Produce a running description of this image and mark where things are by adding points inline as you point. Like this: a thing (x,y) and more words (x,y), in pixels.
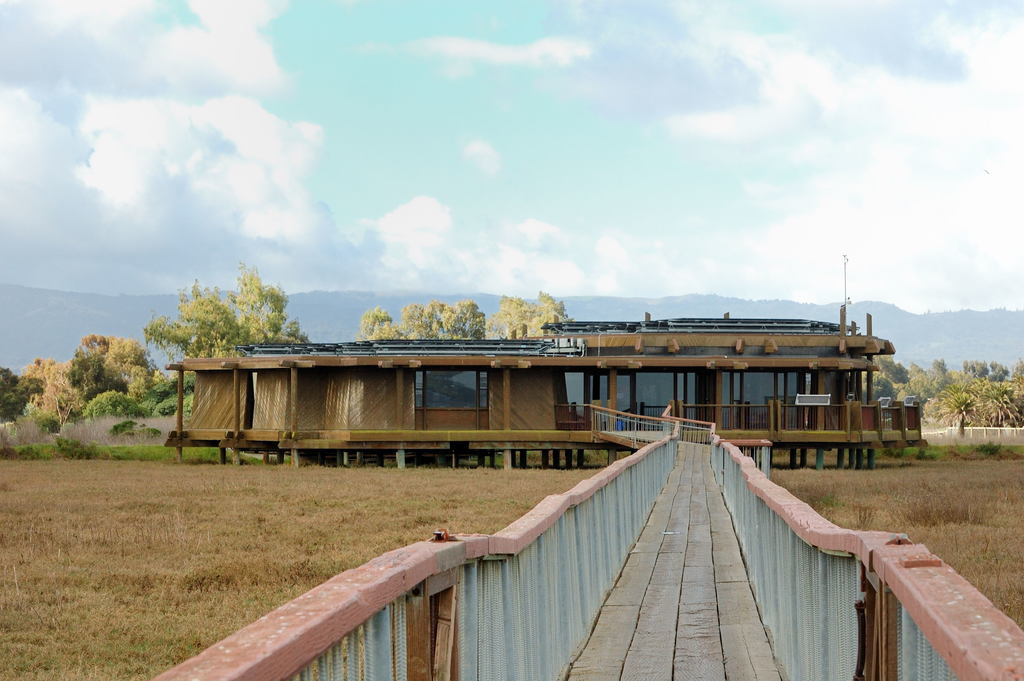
In this image I can see the wooden path (710,577), background (284,389) I can see the wooden house (369,417), trees (992,398) in green color and the sky (567,230) is in blue and white color.
